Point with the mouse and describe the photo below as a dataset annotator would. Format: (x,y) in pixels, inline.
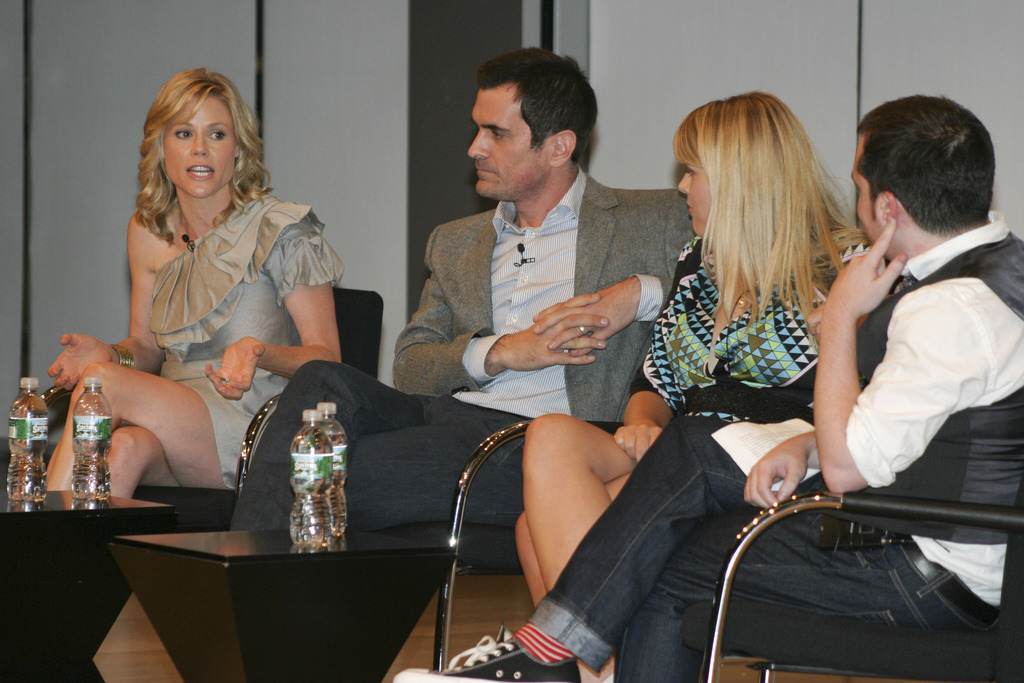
In the image we can see there are four people (693,300) sitting on the chair (960,512), they are wearing clothes (700,490), these are the bottles (87,459), a table (71,516), shoes (482,658) and this is a floor (489,606), these are the bangles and a finger ring (584,332).
